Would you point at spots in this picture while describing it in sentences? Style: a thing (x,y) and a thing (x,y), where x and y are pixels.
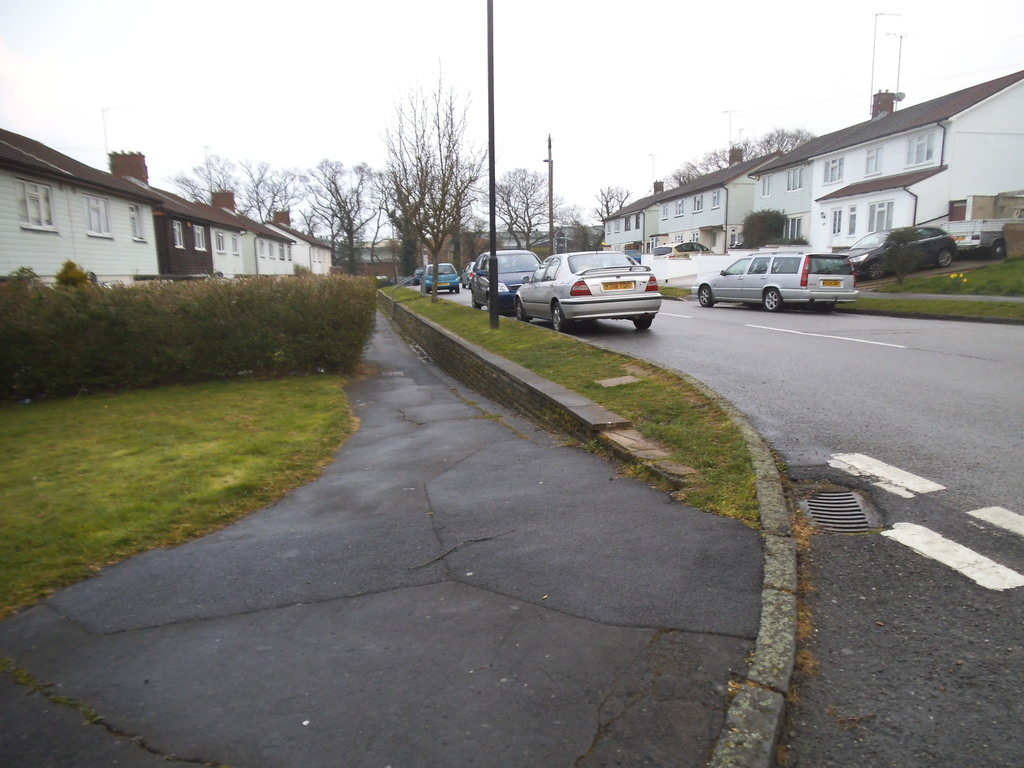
In this image we can see a few vehicles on the road (809,740) and there are some buildings (120,227). We can see some plants (264,322) and trees (479,168) and there are two poles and at the top (144,45) we can see the sky (801,9).
